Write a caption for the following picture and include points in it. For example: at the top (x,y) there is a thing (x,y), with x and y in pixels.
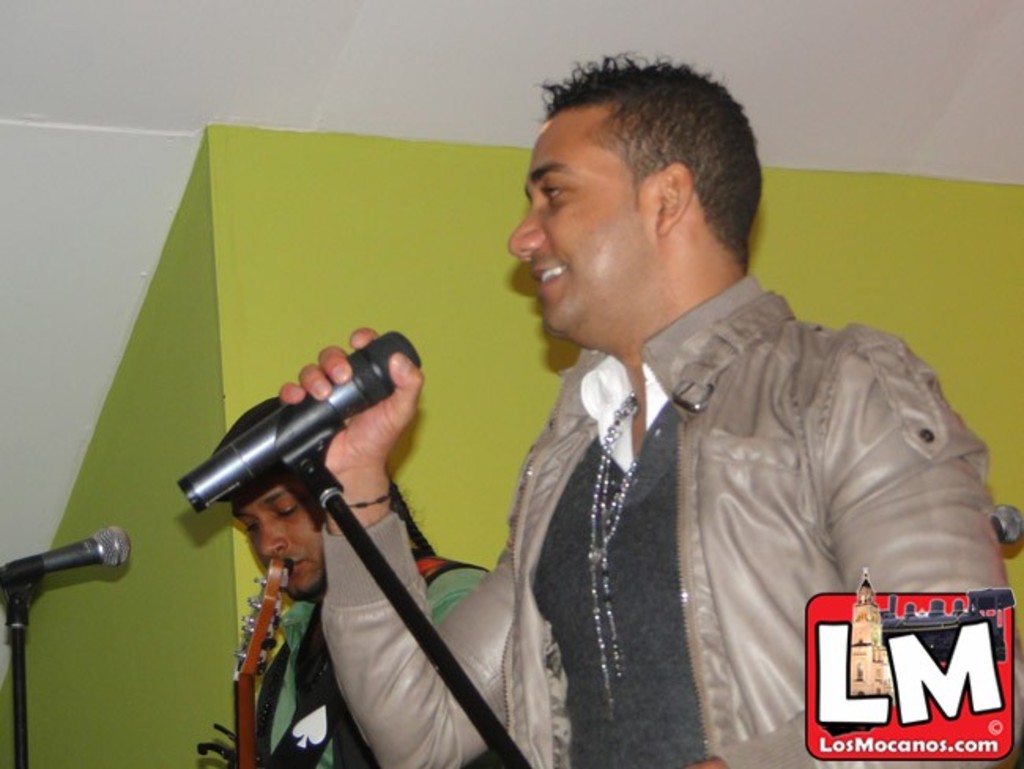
In this image I can see two persons (685,424). One of the person (639,406) is holding a mike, which is with mike stand (332,507). Also there is another mike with stand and there is a musical instrument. There are walls (328,322) and in the bottom right corner (865,671) there is a water mark (865,671).
